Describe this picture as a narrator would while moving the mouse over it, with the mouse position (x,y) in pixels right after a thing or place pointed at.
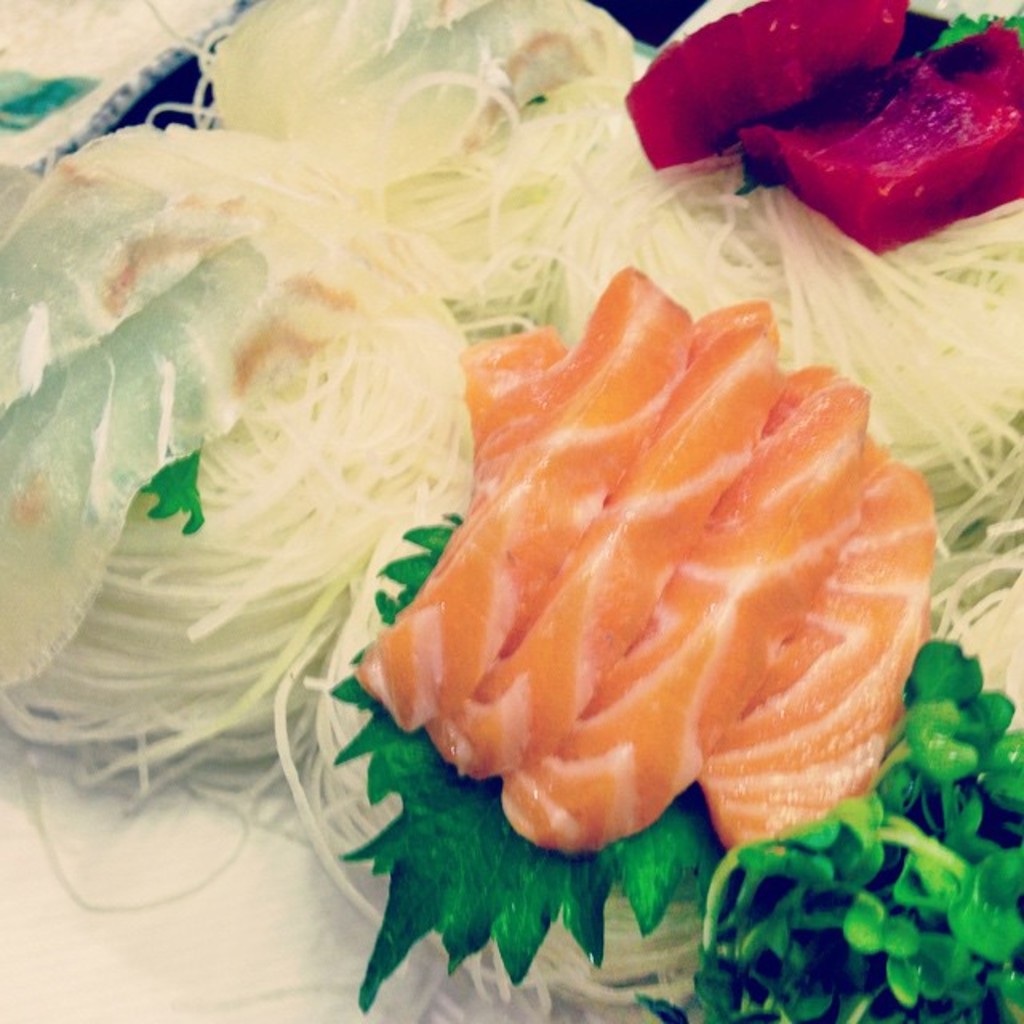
In this image we can see food item (159,535). At the bottom of the image (265,972) there is tissue (161,979).
